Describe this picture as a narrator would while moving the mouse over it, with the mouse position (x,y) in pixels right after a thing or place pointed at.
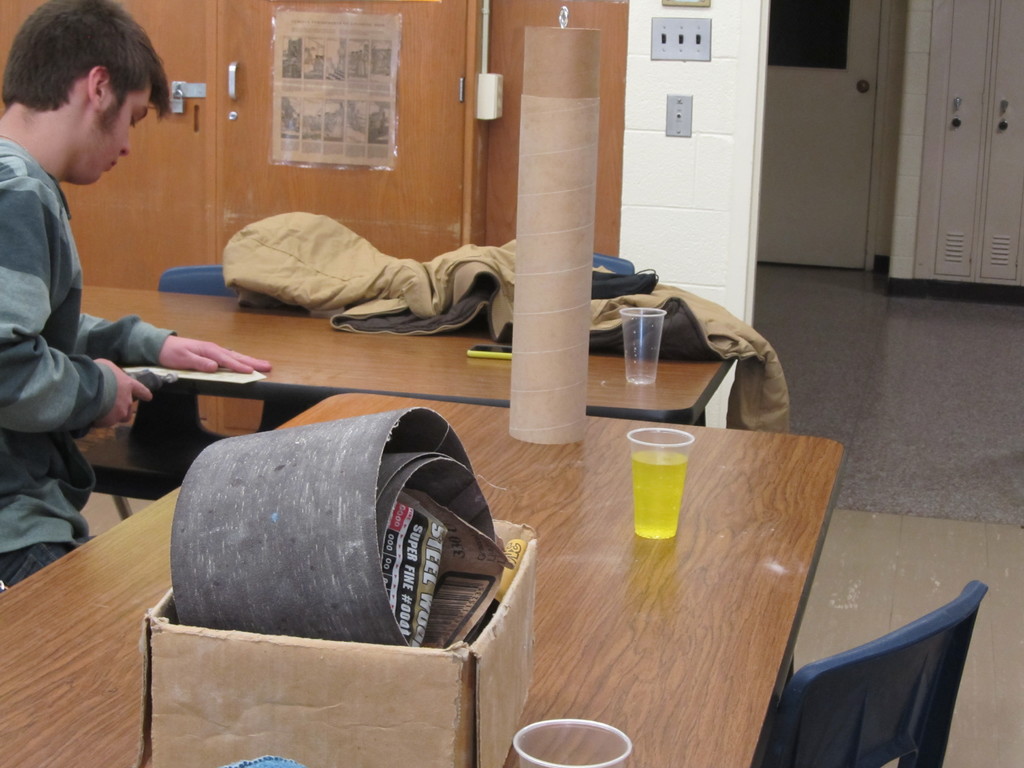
In this image there is a person (136,104) at the left side of the image (79,303) wearing ash color T-shirt (62,387) and at the middle of the image (637,495) there is a glass (635,381) and cardboard box (438,709) on top of the table (775,494).
